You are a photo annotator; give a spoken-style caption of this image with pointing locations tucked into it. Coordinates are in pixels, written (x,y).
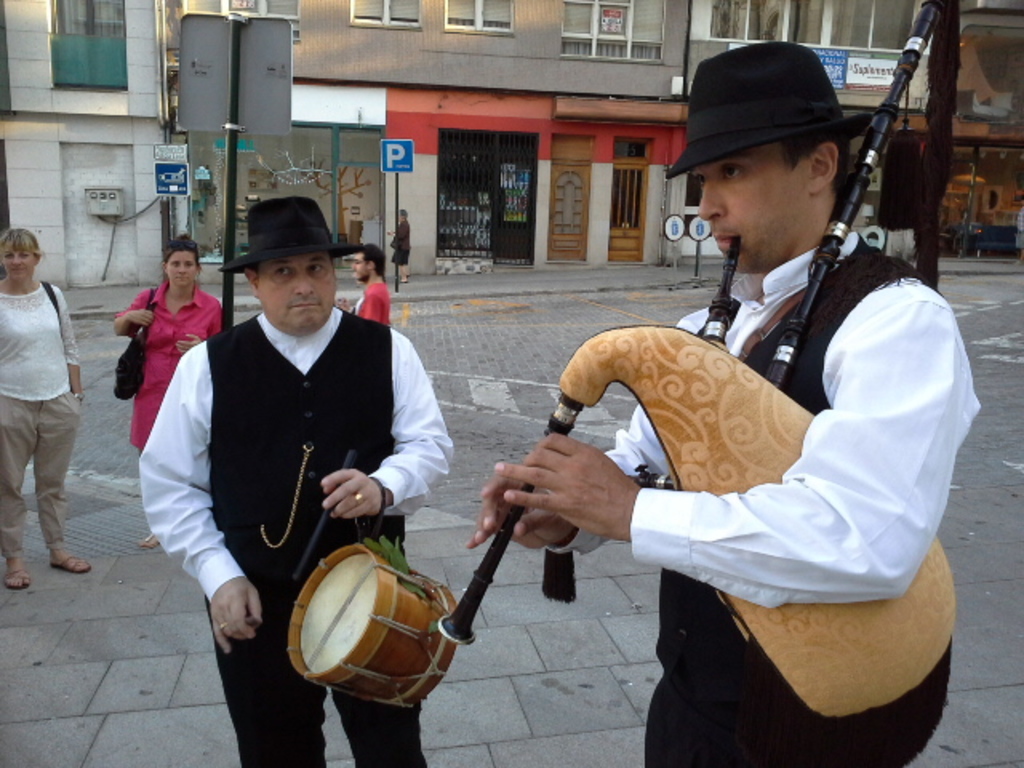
In this image I can see group of people (370,443) among them two people (366,421) are playing musical instrument (406,601) wearing black color hat (767,120) on the road (580,418). In the background of the image (510,100) I can see there are two buildings (473,100) and a board (256,106).
